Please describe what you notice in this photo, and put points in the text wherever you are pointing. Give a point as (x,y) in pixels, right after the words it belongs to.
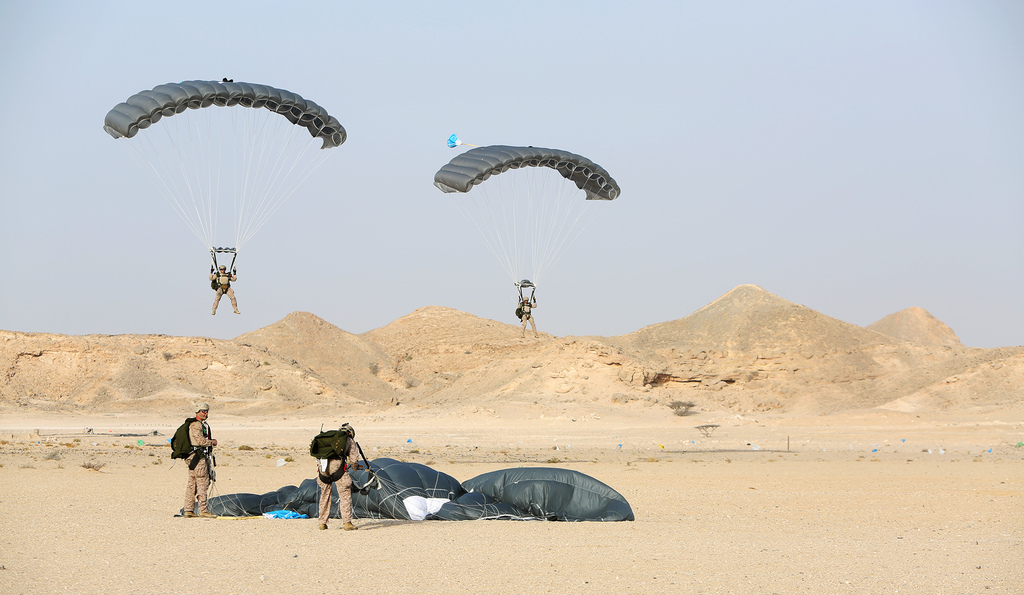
In the picture I can see people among them two (206,465) are standing on the ground (222,476) and two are in the air (255,239) attached with parachutes (213,268). On the ground (554,524) I can see parachutes (475,509), the grass (93,465) and mountains (784,378). In the background (751,177) I can see the sky (736,144).
